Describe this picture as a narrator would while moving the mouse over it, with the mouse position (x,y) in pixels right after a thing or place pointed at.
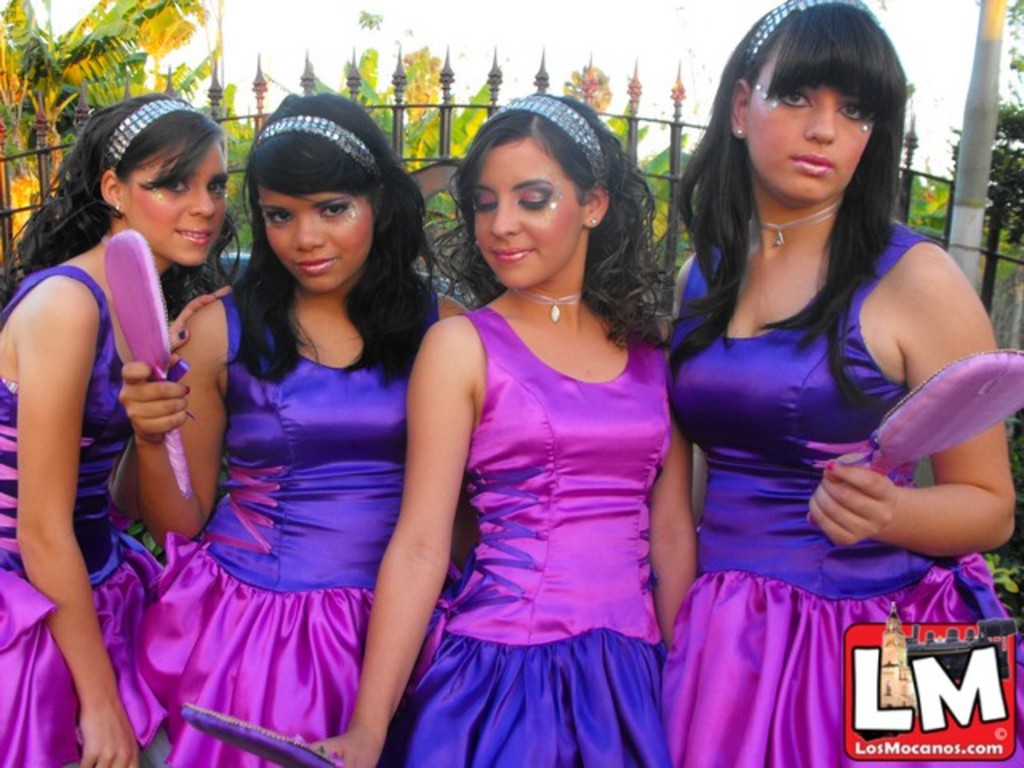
In this image we can see four women (867,344) wearing dress (697,363) and holding objects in their hands (329,740). In the background (316,83), we can see metal fence (383,102), a group of trees (76,30) and the sky (603,48).
